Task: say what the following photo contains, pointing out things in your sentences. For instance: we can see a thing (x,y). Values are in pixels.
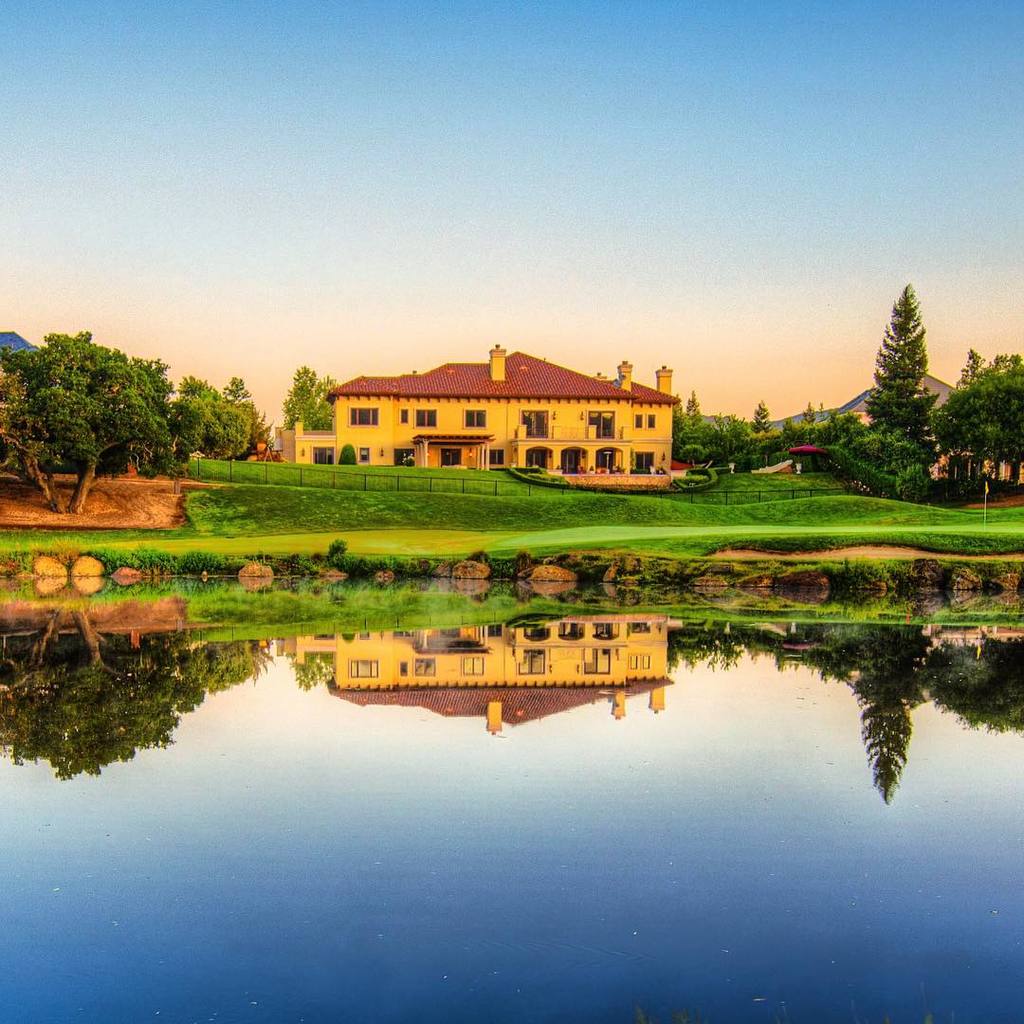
This picture is taken from outside of the city. In this image, on the right side (949,401), we can see some trees (987,424) and plants (1002,453). On the left side (97,370), we can also see some trees (102,390) and plants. In the background (360,459), we can see a building (501,420), window (597,438), at the top (675,219), we can see a sky (657,151) which is in blue color, at the bottom (848,725), we can see a grass (298,505), plants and a water (339,740). In the water (247,685), we can see mirror image (415,681) of a building (506,680) and trees (957,688).
